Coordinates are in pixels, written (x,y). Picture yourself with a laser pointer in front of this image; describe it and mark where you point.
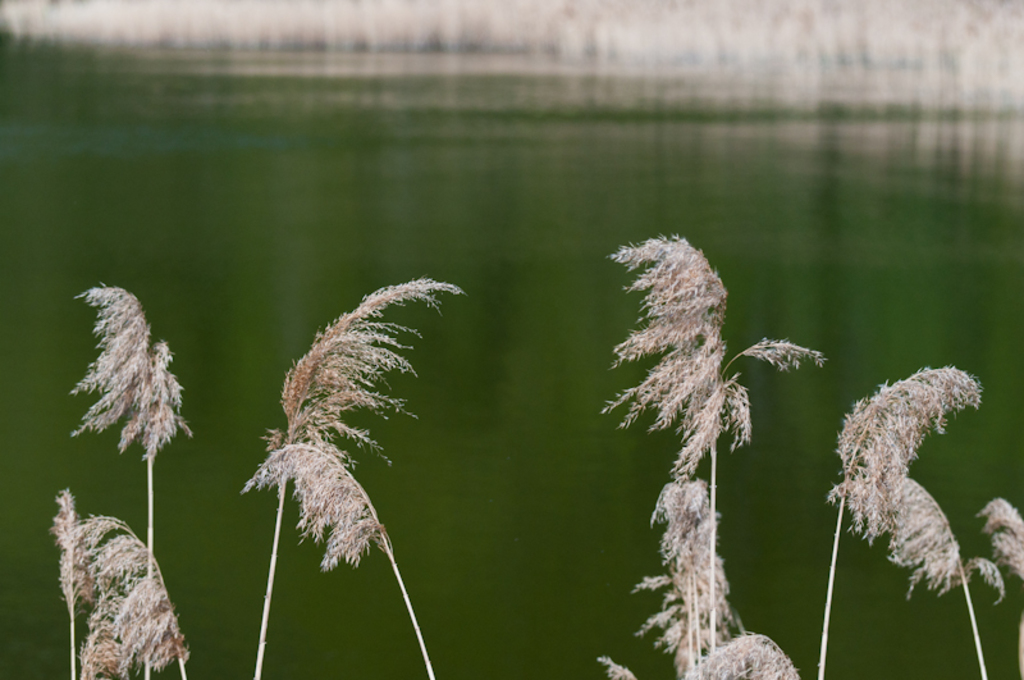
In this image I can see few plants (334,491) which are cream and brown in color and in the background (595,380) I can see the water (460,262) which are green in color and few cream colored objects (770,35).
